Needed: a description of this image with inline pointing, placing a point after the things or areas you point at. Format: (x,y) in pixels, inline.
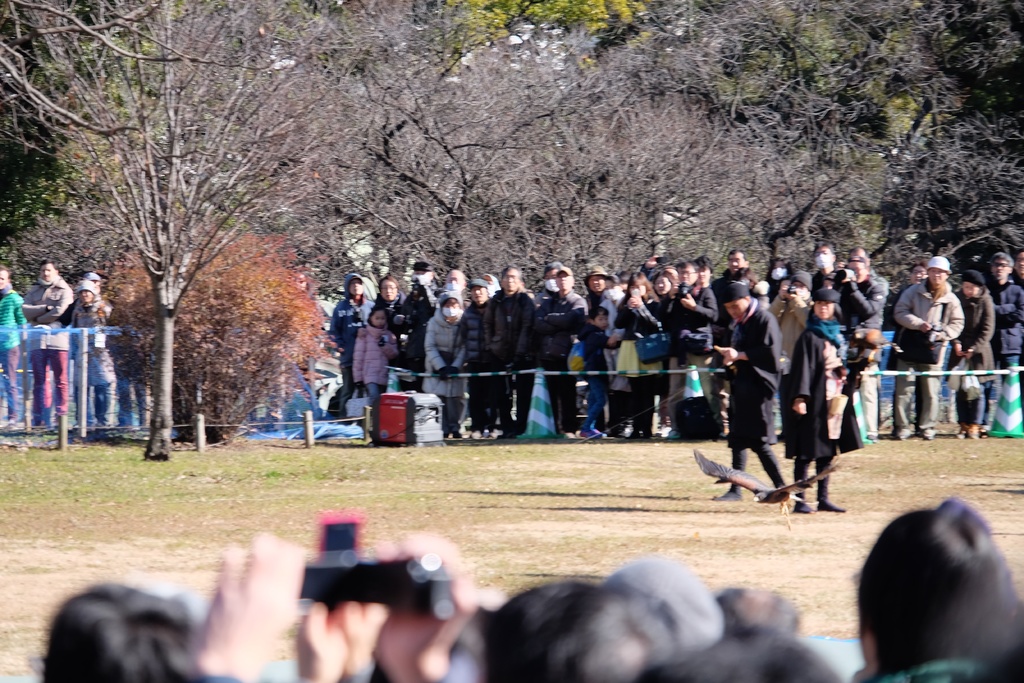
In the image in the center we can see two persons (769,419) were standing and they were holding some objects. In the bottom of the image (626,607) we can see few people (376,604) holding some objects (328,600). In the background (630,127) we can see trees (667,146), traffic poles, grass (626,457), fences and group of people (518,327) were standing.
